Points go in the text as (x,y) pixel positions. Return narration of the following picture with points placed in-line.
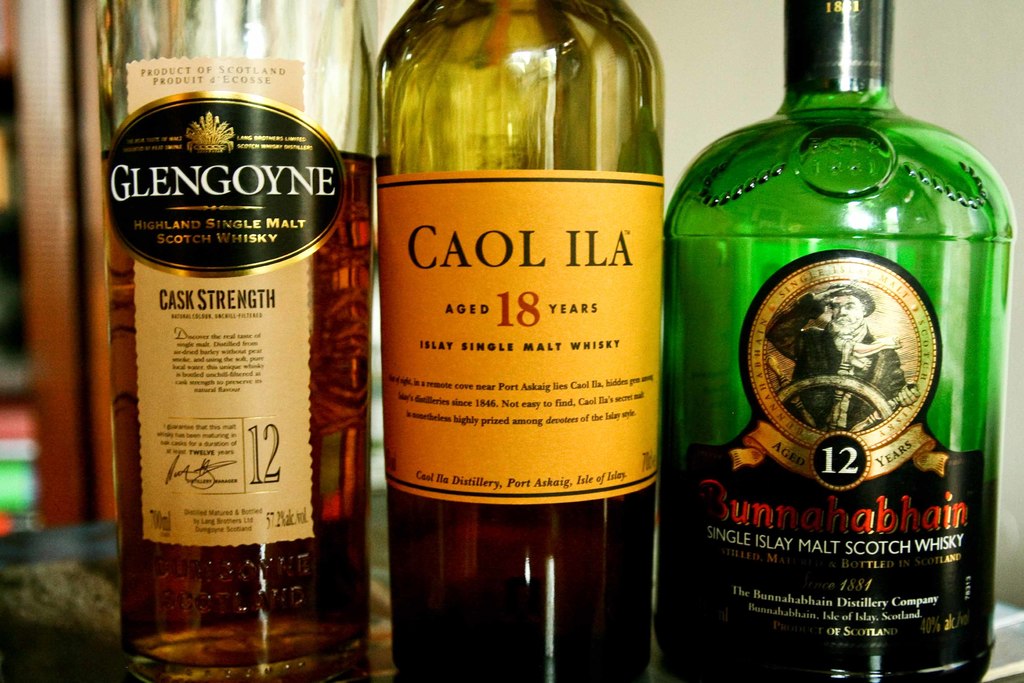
Here we can see bottles (158,113) of alcohol (345,180) present on table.
